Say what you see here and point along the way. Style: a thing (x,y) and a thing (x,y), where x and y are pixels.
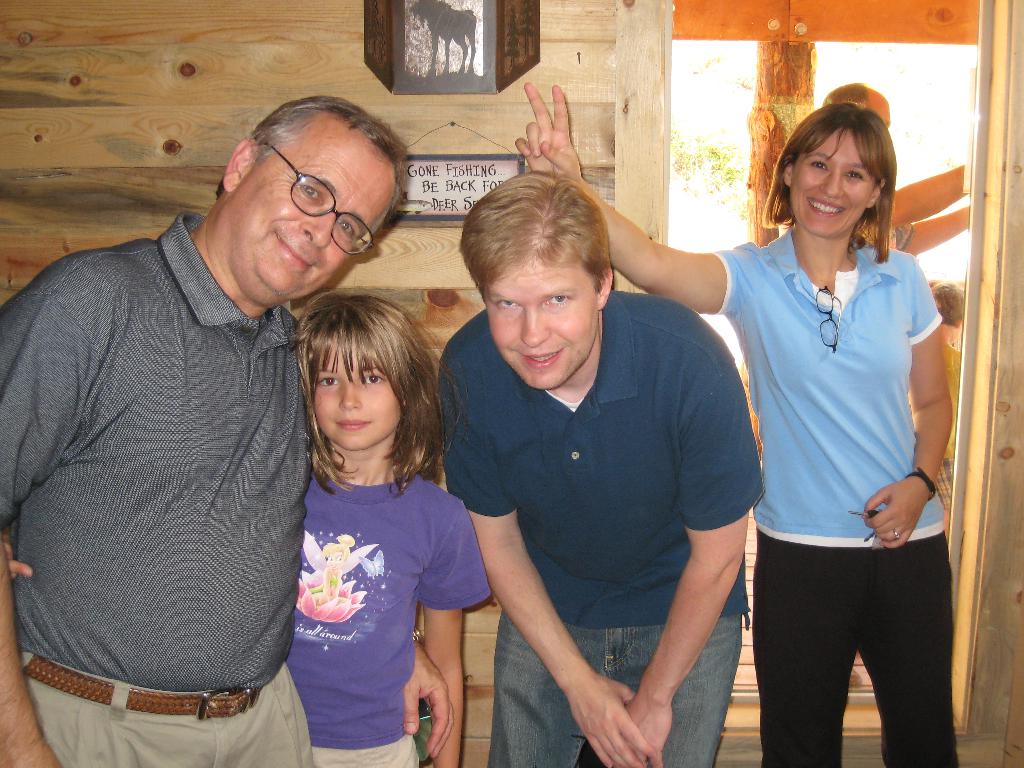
In this picture we can see spectacles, four people (778,502) standing and smiling and at the back of them we can see two people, name board (498,158) on the wall (135,49) and some objects (501,93).
